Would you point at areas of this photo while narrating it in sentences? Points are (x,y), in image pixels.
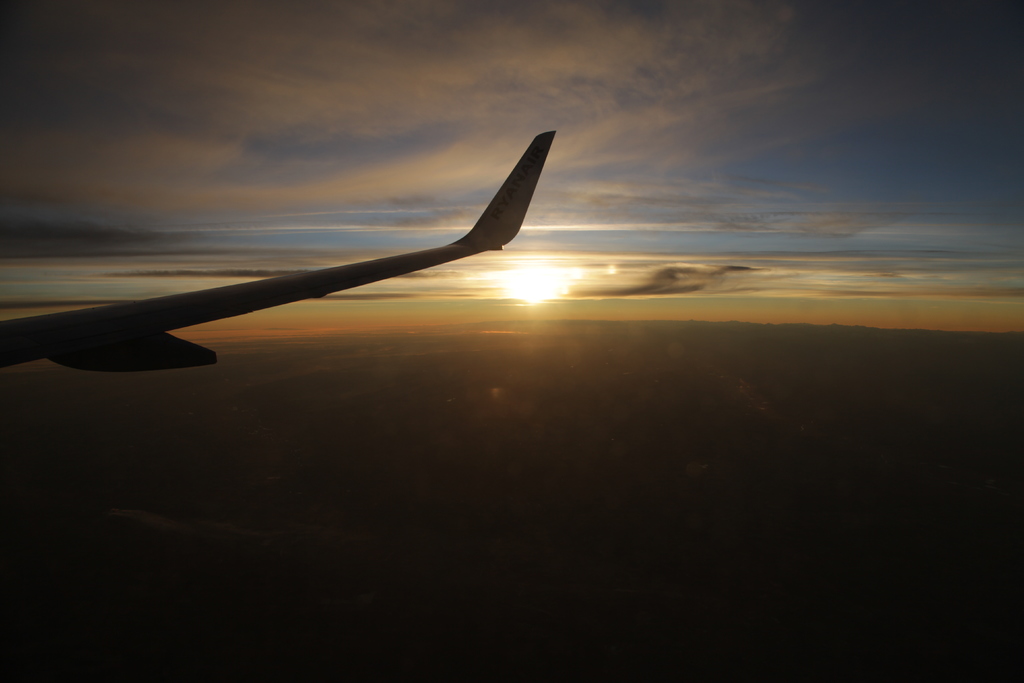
In this picture, we can see a body part of an aircraft (466,249), we can see the sky (616,192) with clouds (616,192), sun (528,276), and we can see bottom of the picture (461,540) is dark.
